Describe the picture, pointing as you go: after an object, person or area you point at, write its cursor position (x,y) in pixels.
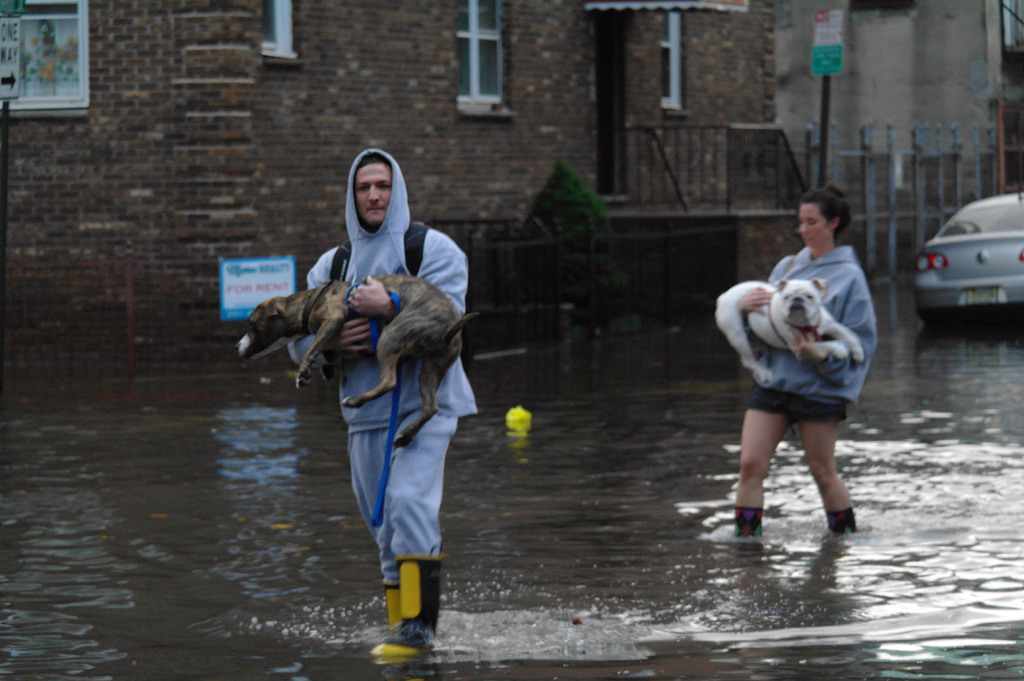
This is completely an outdoor picture and the road (667,601) is full of water (611,601). We can see two persons (411,601) walking on the road (241,420) by holding dogs (807,331). On the background (649,80) we can see a building (604,70) and there is a car (954,266) near to building (217,286). This is a board (231,283).
